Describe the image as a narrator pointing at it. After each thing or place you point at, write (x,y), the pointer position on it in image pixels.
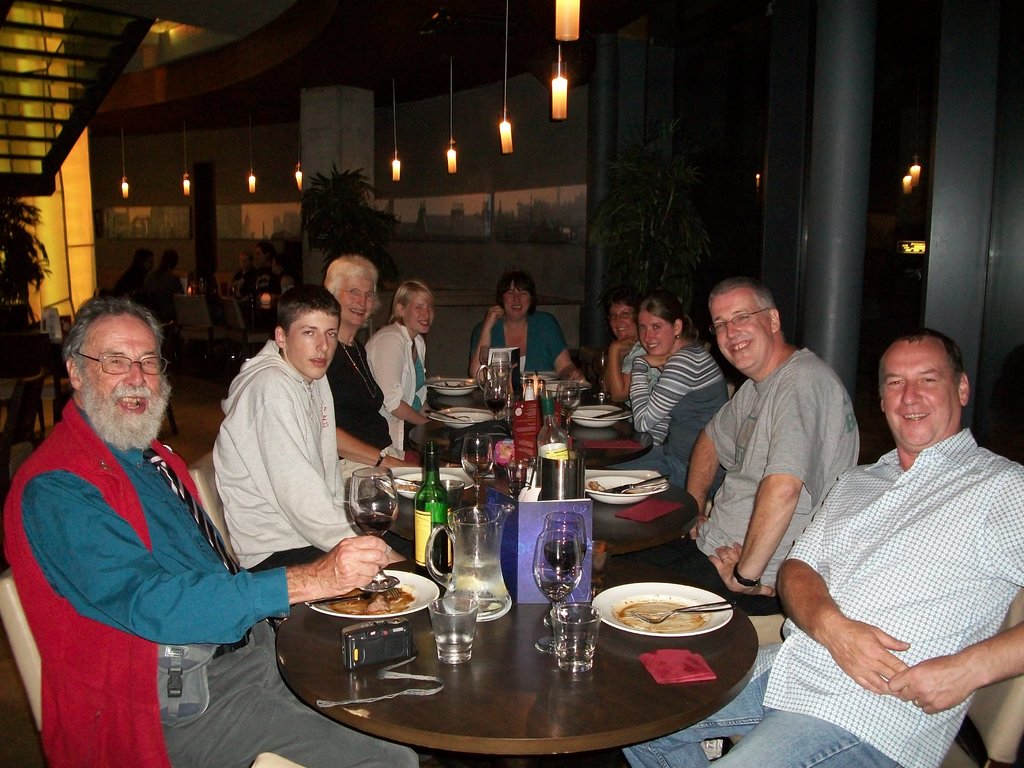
In this picture people (291,354) are sitting on chairs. In-front of them there are tables (340,630), above the tables (613,657) there are plates (618,596), glasses (525,479), bottles (552,423), cards (529,442) and things (502,443). In this background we can see pillars (323,151), lights (559,98), plants (345,235), people (172,268) and chairs (234,311).
